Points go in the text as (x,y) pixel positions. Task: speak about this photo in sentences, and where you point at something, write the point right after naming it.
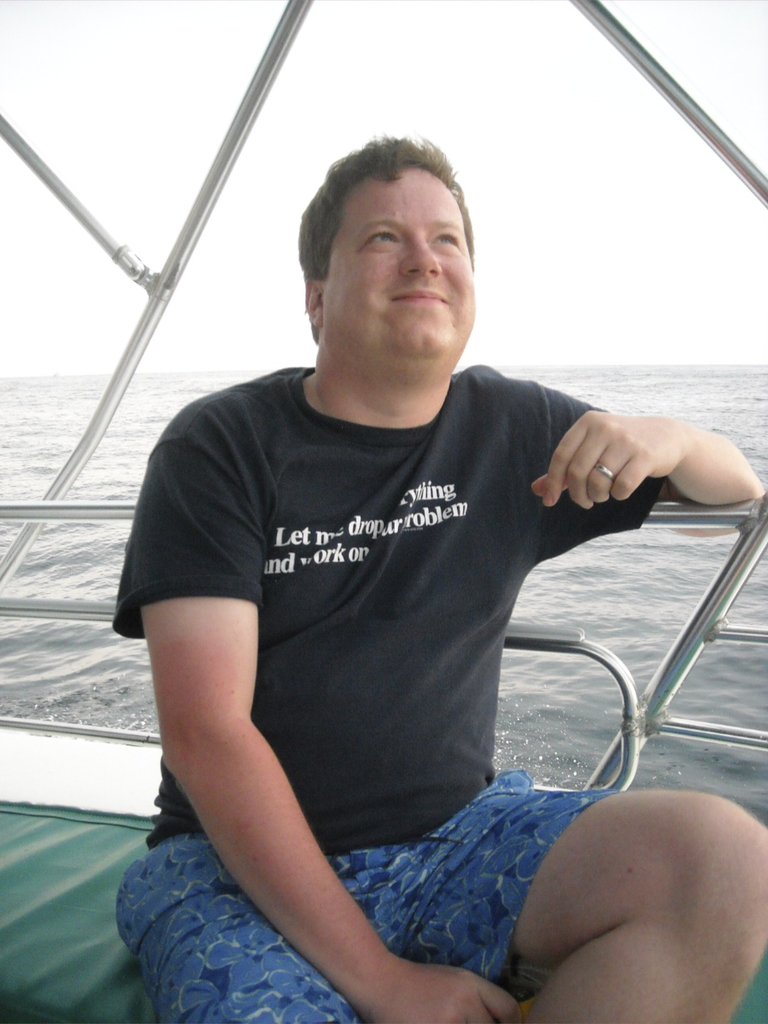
At the bottom of this image (421,819), there is a person (454,442) in a black color t-shirt (409,452), smiling and sitting in a boat (121,750), which is having a fence (33,617). In the background (516,331), there is water (130,399) and there are clouds (450,101) in the sky (432,105).
